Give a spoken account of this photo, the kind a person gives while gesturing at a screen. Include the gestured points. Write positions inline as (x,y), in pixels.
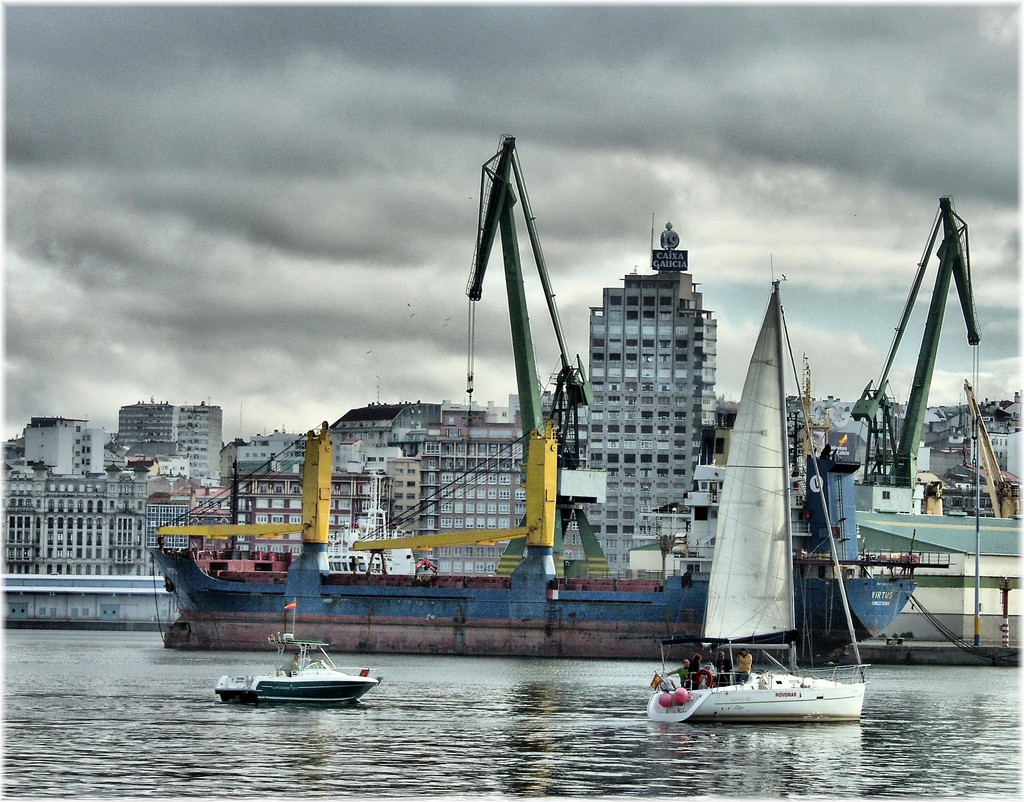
In this image there is a ship (540,497) and there are two boats (756,689) sailing in the water (618,711). In the background (293,465) there are many buildings (963,426). There is a cloudy sky (245,228) at the top (442,137).
